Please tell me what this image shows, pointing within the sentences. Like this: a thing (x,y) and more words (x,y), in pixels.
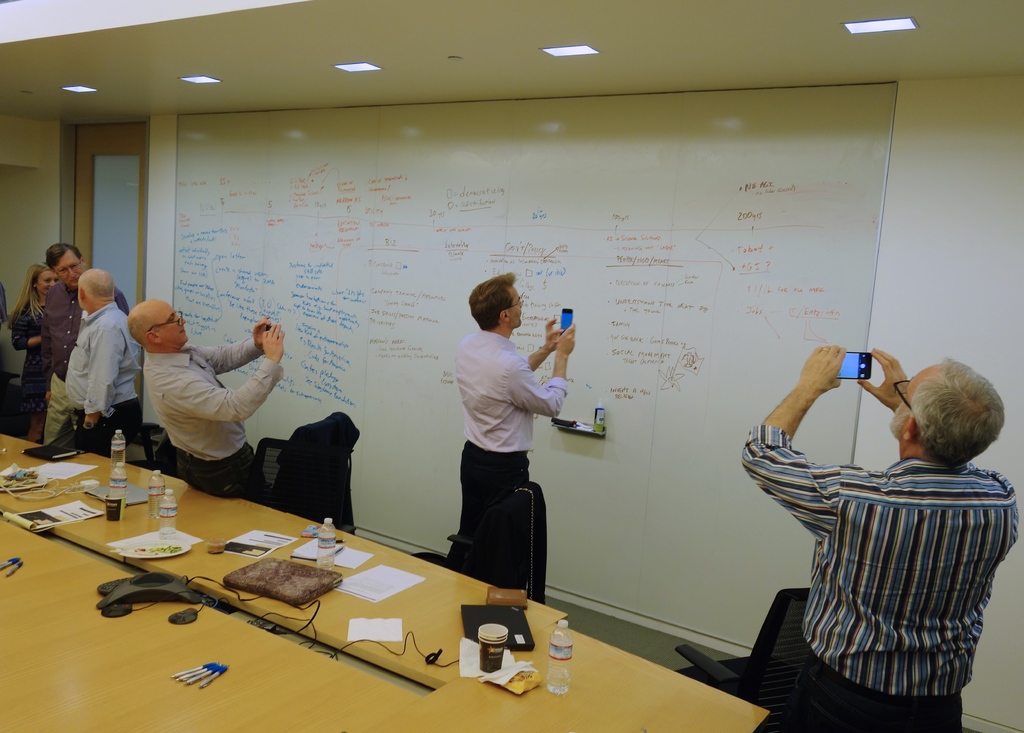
Here in this picture we can see a group of people (179,358) standing over a place and in front of them we can see a white board (648,346) with something written on it present over there and the people (547,396) are capturing that in their mobile phones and we can see chairs (789,665) and table (187,634) present over there and on that table (254,645) we can see bottles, cups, papers (62,523), pens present over there and on the roof (800,12) we can see lights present over there.
